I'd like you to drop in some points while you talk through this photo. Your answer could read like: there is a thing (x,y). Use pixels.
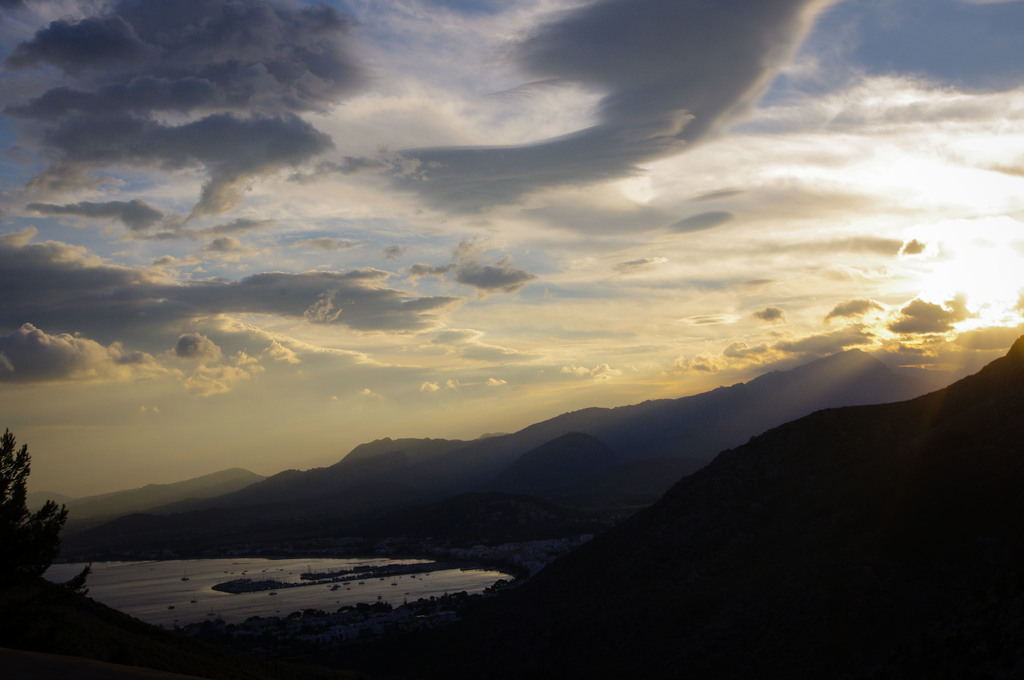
In this picture, we see water (325,564) and boats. In the left bottom of the picture (14,471), we see a tree (39,563). There are hills (631,468) in the background (754,426). At the top of the picture (313,194), we see the clouds (335,248), sky (329,233) and the sun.
